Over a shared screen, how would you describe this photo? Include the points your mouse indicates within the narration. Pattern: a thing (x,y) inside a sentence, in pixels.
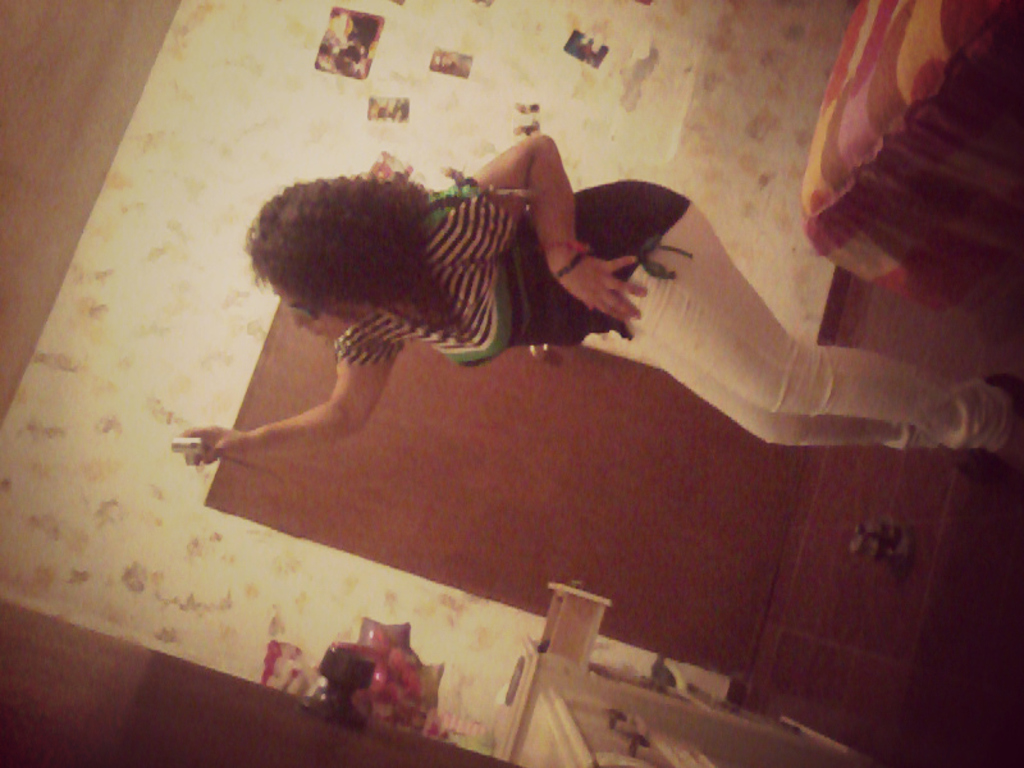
In this image we can see a woman (685,311) is standing and holding camera (196,442) in her hand (214,438), wearing black top (556,299) with white jeans (703,328). Behind her white wall (143,458) and brown door (551,497) is there. Top right of the image (893,110) bed (926,130) is present.
